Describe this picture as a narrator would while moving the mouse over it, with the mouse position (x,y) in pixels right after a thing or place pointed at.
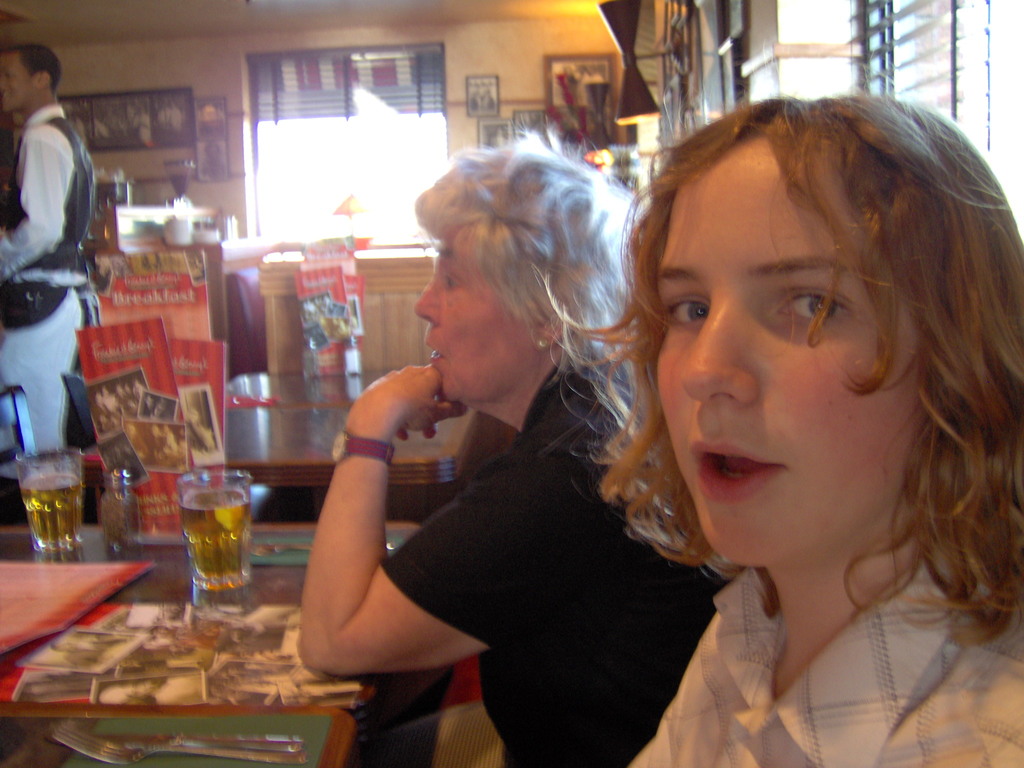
This image is taken indoors. At the top of the image (325,13) there is a roof (304,11). In the background (373,38) there is a wall (615,51) with many picture frames (166,107) and windows (799,29). There are two window blinds (344,94). There is a table (209,249) with a few objects (144,235) on it. On the left side of the image (24,102) there is a man (40,224) standing on the floor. There is a table (66,707) with two glasses (200,530) of wine (60,488), a fork (87,735), a knife (227,736) and a few things (144,619) on it. There is a chair (75,423). There are a few boards (166,381) with text (131,290) and a few images (148,429) on them. In the middle of the image (438,435) there is an empty table (310,400). On the right side of the image (837,291) two women (562,537) are sitting in the chairs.
